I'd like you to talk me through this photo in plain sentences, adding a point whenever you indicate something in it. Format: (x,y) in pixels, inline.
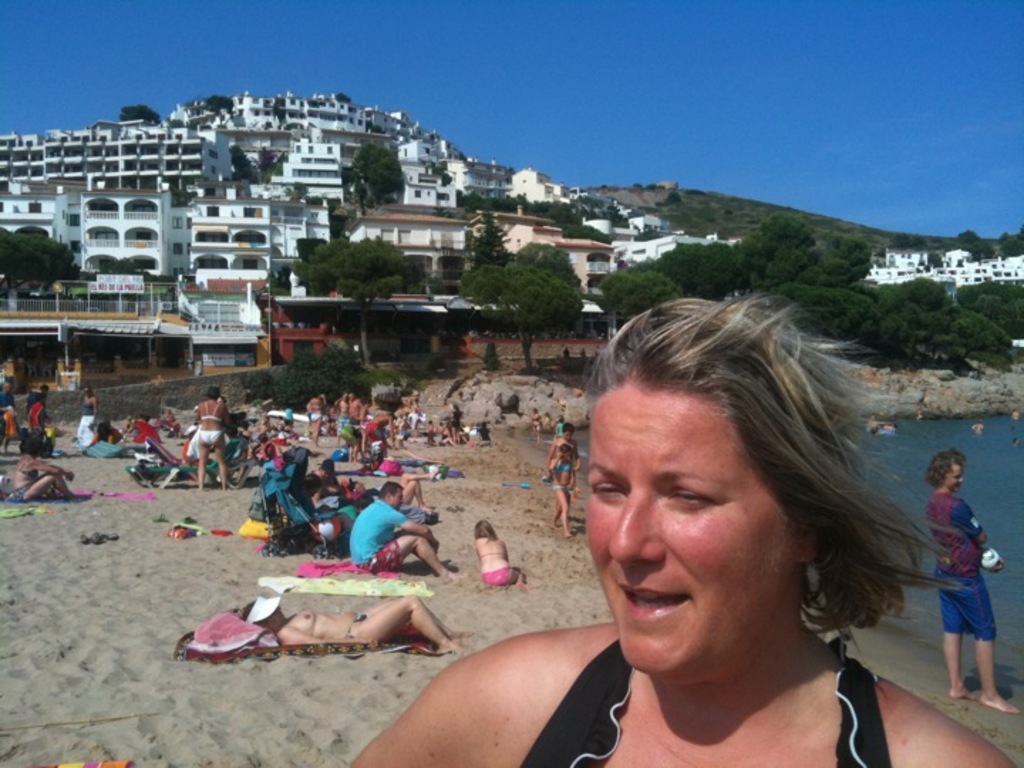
In the picture we can see a beach (81,589) with sand (99,584) and water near it, on the sand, we can see some people (741,575) are sitting and some are standing and in the background (246,335) we can see some plants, trees (955,355), houses (195,321), buildings (211,165) and sky (1013,204).
